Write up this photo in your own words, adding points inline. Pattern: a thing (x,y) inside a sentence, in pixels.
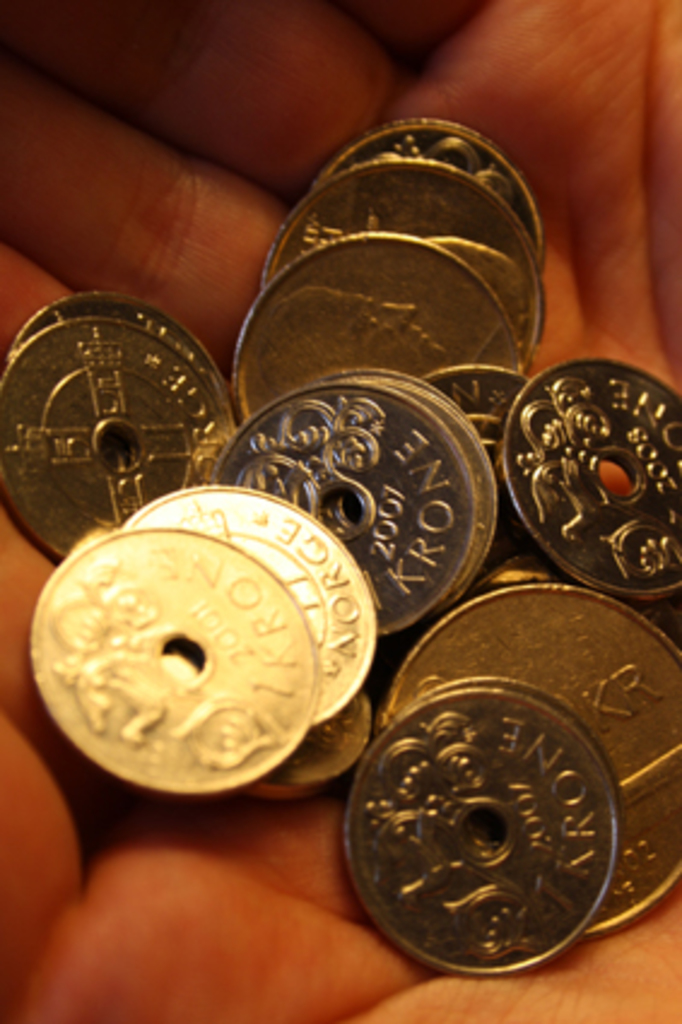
In this image we can see some coins (489,325) in the person hands (231,910).
